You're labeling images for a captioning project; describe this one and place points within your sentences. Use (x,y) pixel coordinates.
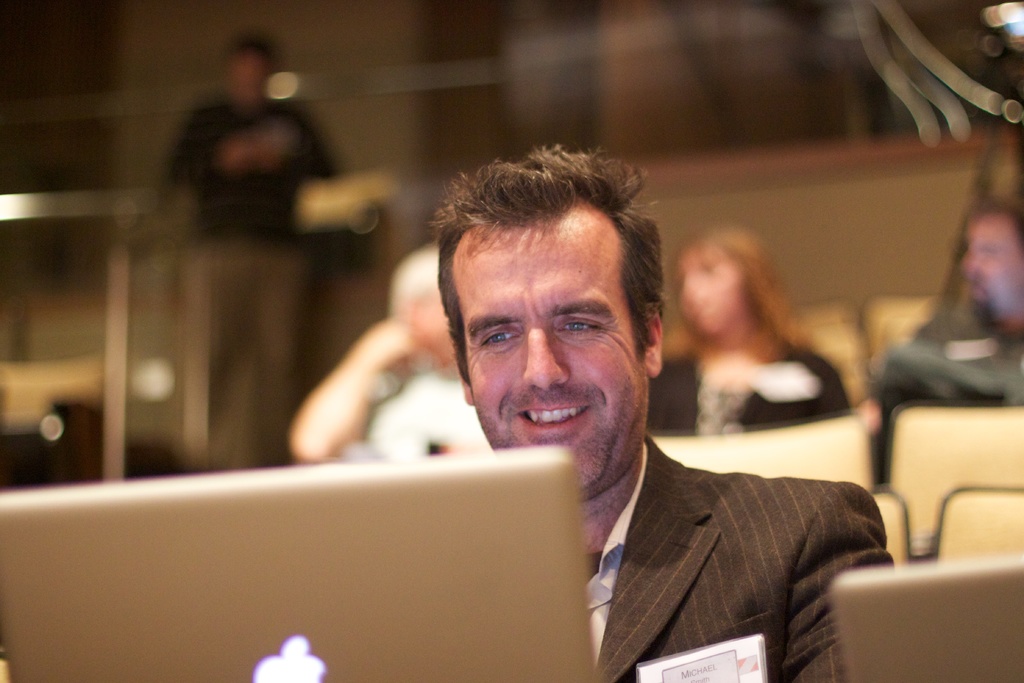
In the center of the image (488,282) there is a person (567,243) sitting on the chair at the laptop (239,581). In the background (1019,295) we can see persons (657,380), chairs (838,418) and wall (520,96).
